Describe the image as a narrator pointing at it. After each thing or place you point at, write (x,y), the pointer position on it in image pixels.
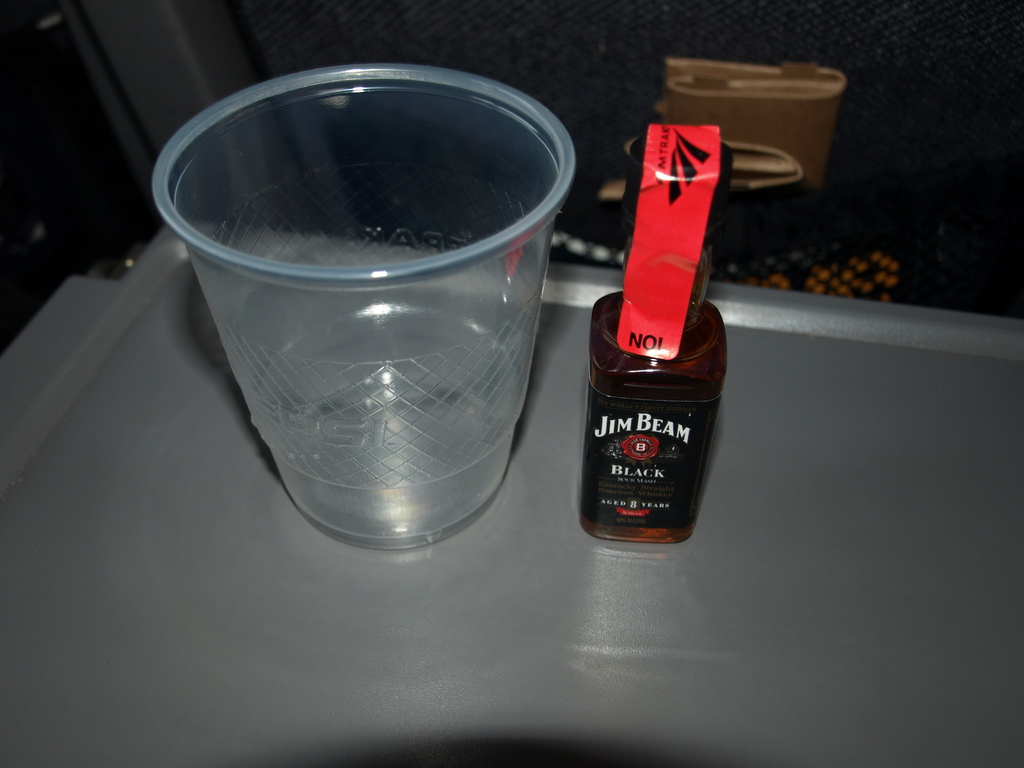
In this image there is a glass (414,397) which is in the center (375,377) and there is a bottle (617,372) beside the glass (346,375) which is on the silver colour surface (495,602).
